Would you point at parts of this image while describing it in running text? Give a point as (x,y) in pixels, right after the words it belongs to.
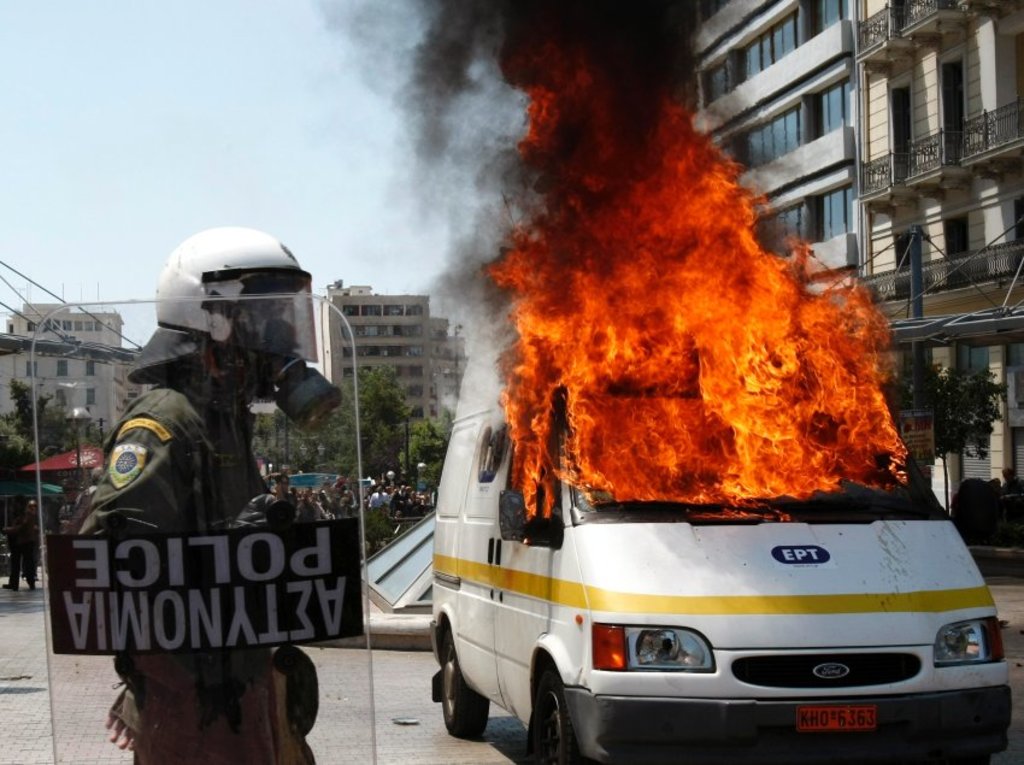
On the left side (339,596) a police (184,470) is standing with a glass protector (235,444). On the right side (825,453) a vehicle (575,664) is burning, there is a building (879,204) in this image.
